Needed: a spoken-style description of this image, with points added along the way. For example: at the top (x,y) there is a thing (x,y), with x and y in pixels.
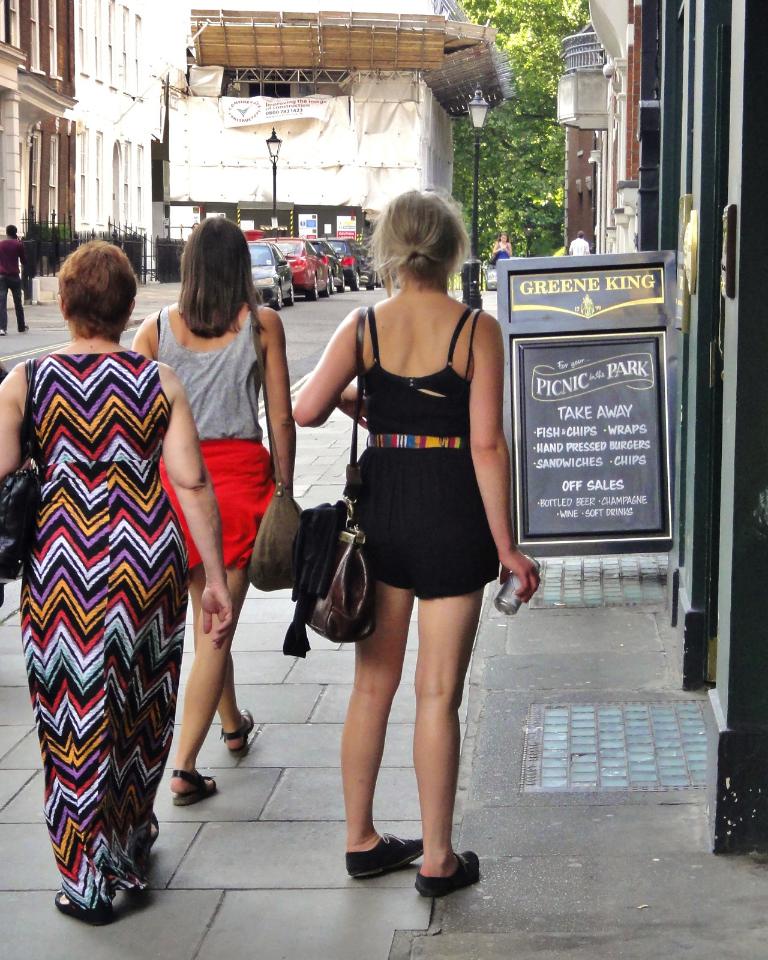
In the image there are three standing on the footpath (567,869) in front of a building (746,591) in the back (7,170), there are cars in front of the buildings (412,125) and trees (521,153) beside of it
